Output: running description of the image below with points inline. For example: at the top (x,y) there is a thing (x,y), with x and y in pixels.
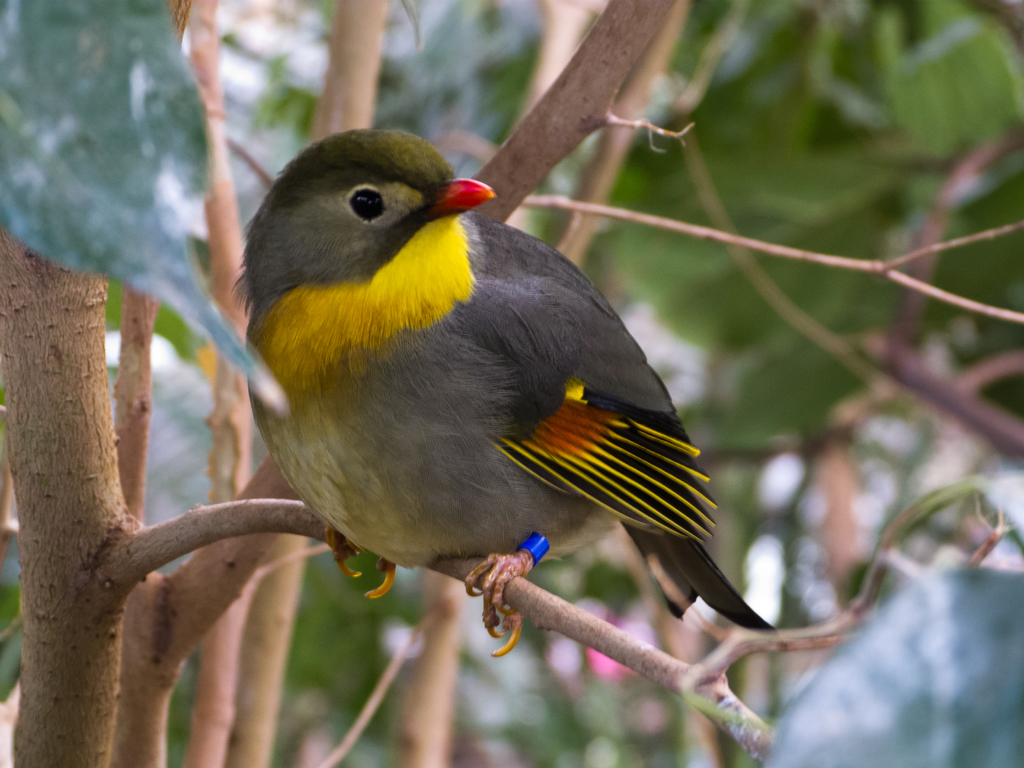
In this image I can see a bird (315,502) on the tree (98,545). The bird (299,470) is in black, ash and yellow color. Background (383,22) is blurred.
